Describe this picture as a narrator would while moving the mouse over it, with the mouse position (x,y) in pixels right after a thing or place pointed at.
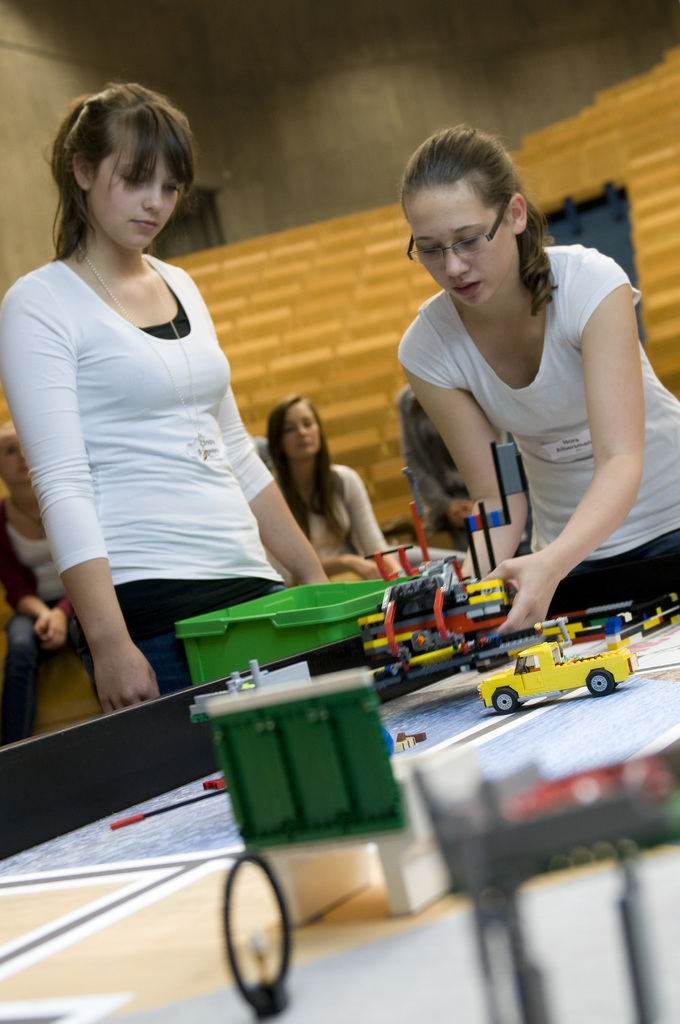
This is the picture taken in a room (303,450), there are group of people (277,436) in this room (328,453) in front of the people (533,504) there is a table (100,917) on the table (99,943) there is a paper (152,842), toys (474,626) and box (266,624). Background of the people (305,439) is a wall (365,122).
